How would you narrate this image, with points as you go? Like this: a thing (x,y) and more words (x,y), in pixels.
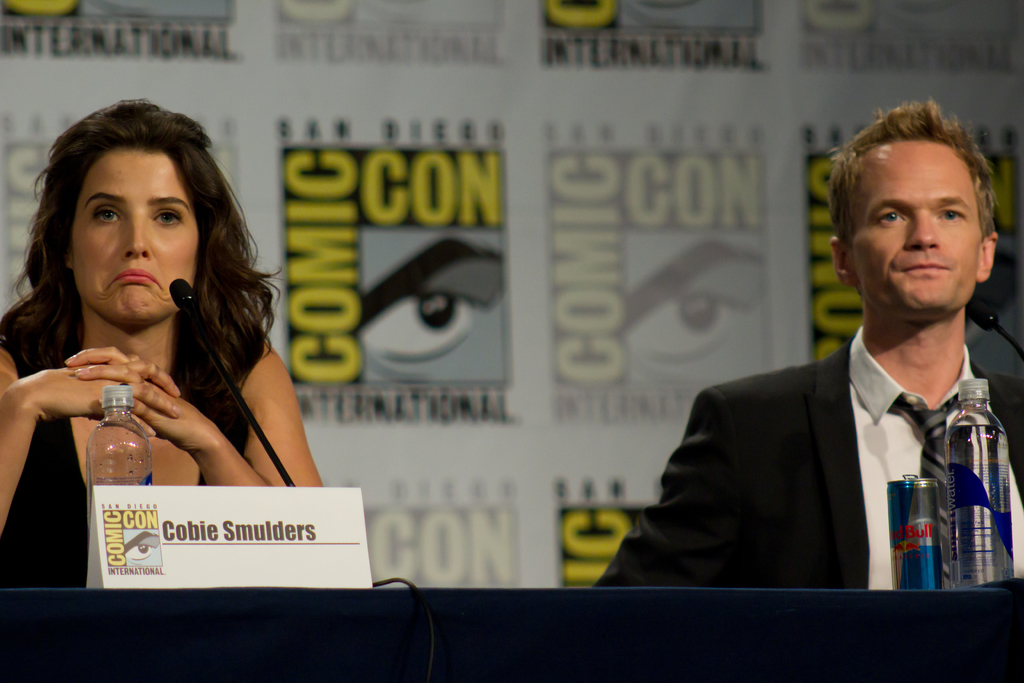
In this image, There is a black color table (412,615) on that table (1005,610) there are some bottles (1012,549) and there is a can (916,555) which is in blue color, In the left side (122,537) there is a white color board (122,551) on the table (234,588), There is a woman (110,376) sitting and there is a microphone (188,304) which is in black color, In the right side (796,584) there is a man (869,460) sitting on the chair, In the background (686,364) there is a white color wall (468,65).
